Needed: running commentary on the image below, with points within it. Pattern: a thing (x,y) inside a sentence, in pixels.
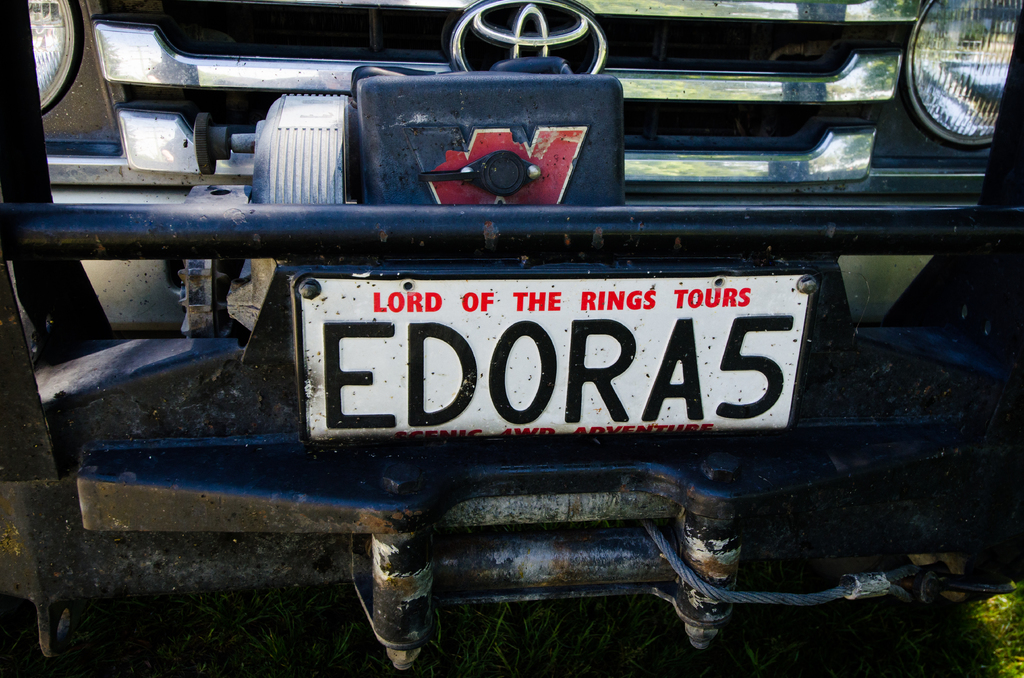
This picture shows a vehicle (705,606) and we see a number plate (780,387) on the vehicle (832,363).
